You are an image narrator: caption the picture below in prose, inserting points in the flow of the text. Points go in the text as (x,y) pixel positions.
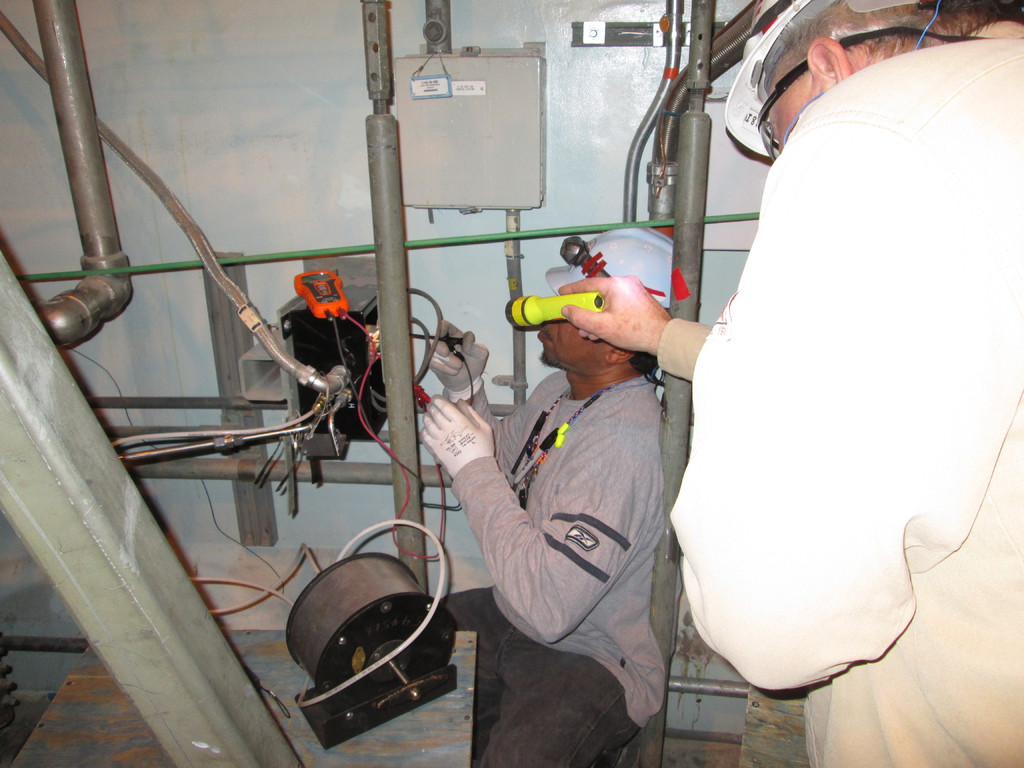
On the right side of the image (806,101) there is a man (788,43) with a helmet (793,15) on his head (788,43) and holding a torch (580,304) in his hand (624,323). In front of him there is a person (584,360) with a helmet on his head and holding tools (447,348). In front of that person (480,365) there is a box (330,335) with wires (236,432). In the background (508,63) on the wall (552,249) there is a board (501,105). And in the image there are many wires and also there is a pole (233,665). And also there is a machine (383,713).
